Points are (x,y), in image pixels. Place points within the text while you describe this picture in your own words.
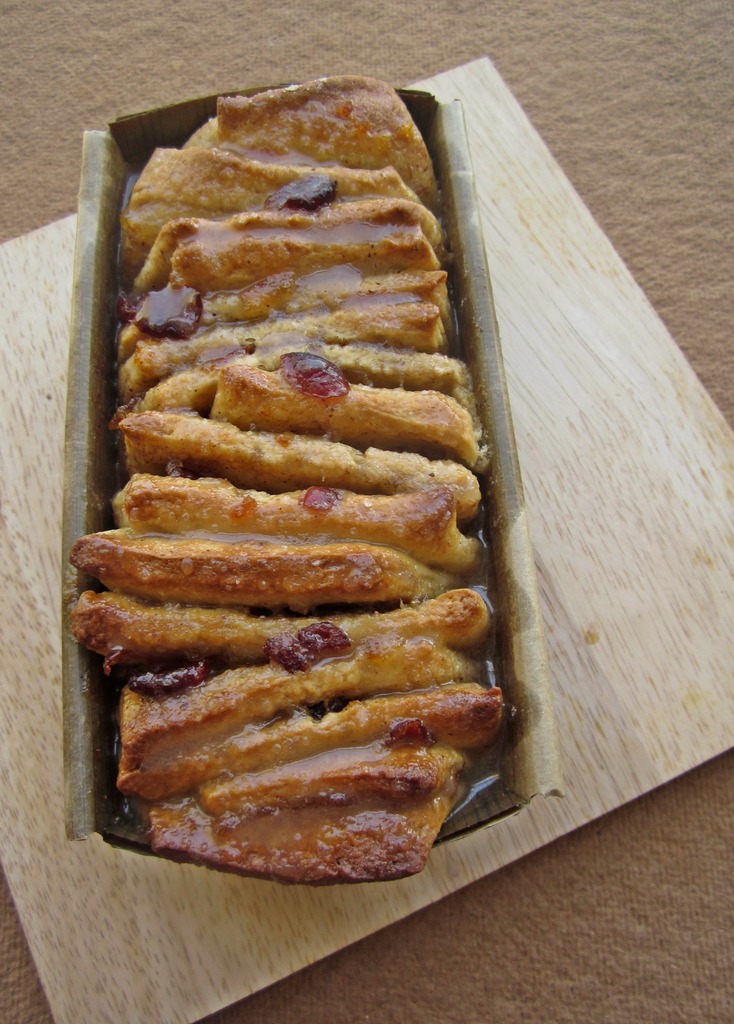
In the image we can see a container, in it there is a food item (234,598) and it is kept on the wooden square sheet (611,671) and the surface (597,955) is pale brown in color.
